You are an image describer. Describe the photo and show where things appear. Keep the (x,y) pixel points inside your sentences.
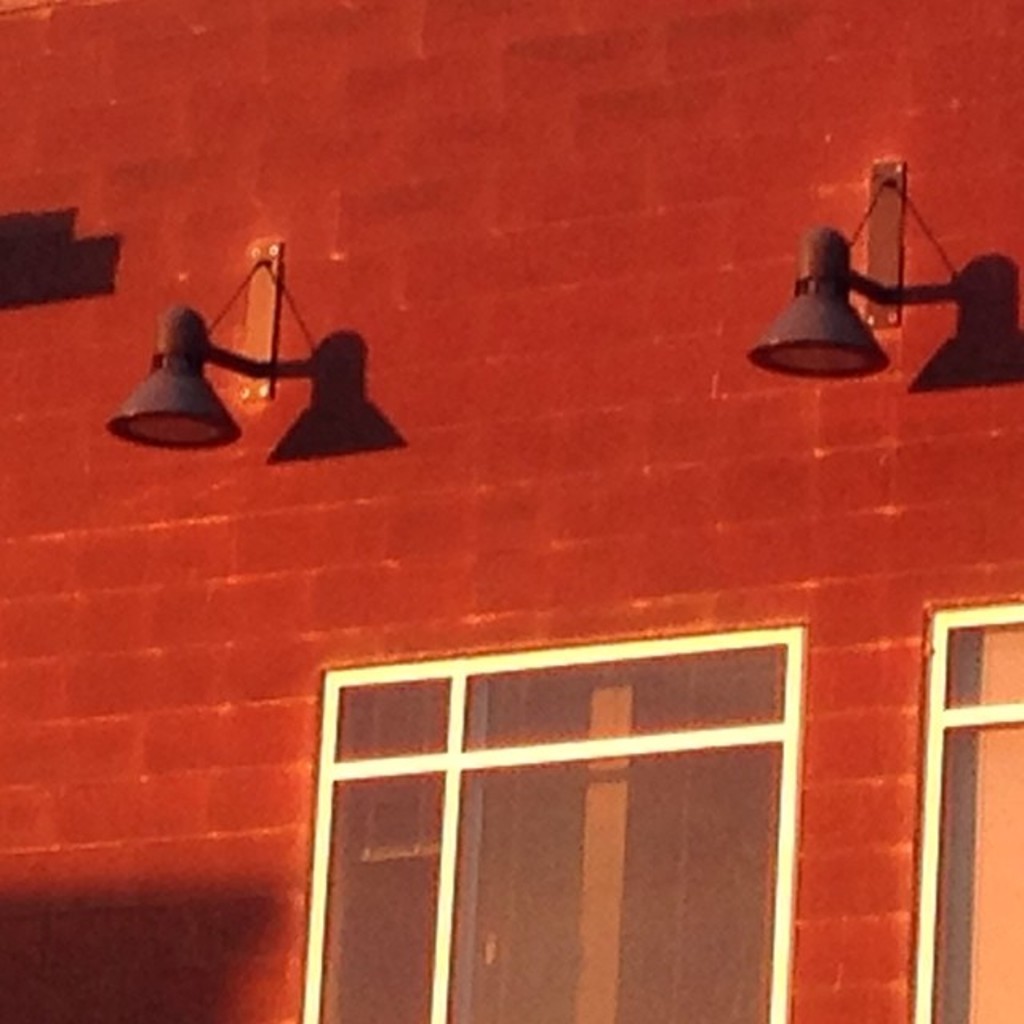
This image consists of a wall (317,716) in red color along with windows (536,882) on which we can see the lights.
